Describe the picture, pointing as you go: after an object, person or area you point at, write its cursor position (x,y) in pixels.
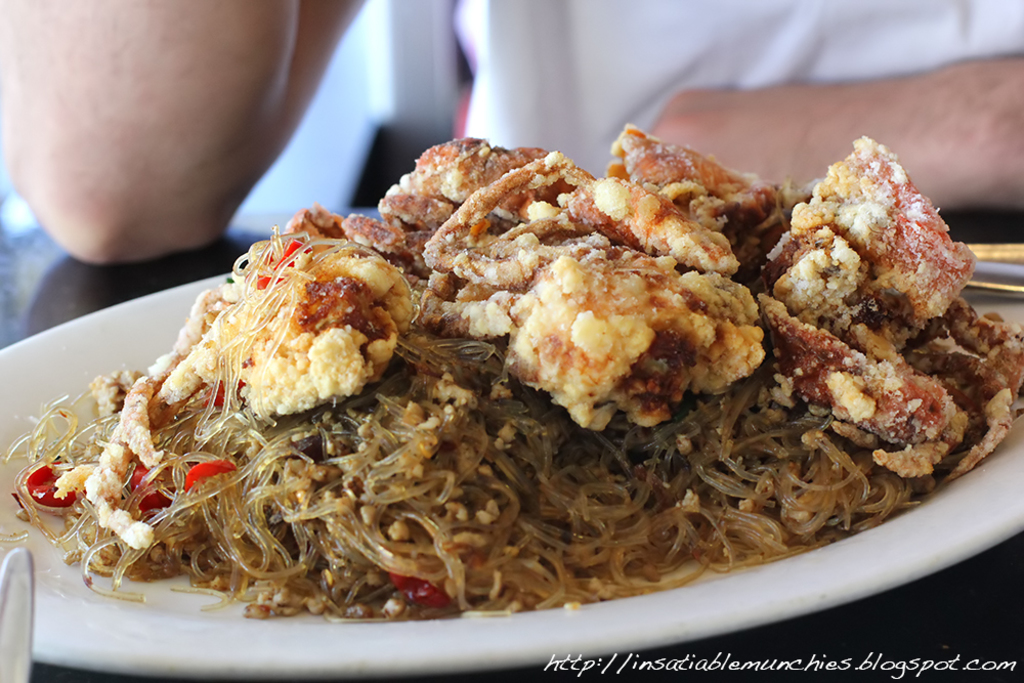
In this image I can see a plate (19,355), food (417,373), table (122,269) and a person's hands (936,170). At the bottom right side of the image (974,657) there is a watermark (991,670).
